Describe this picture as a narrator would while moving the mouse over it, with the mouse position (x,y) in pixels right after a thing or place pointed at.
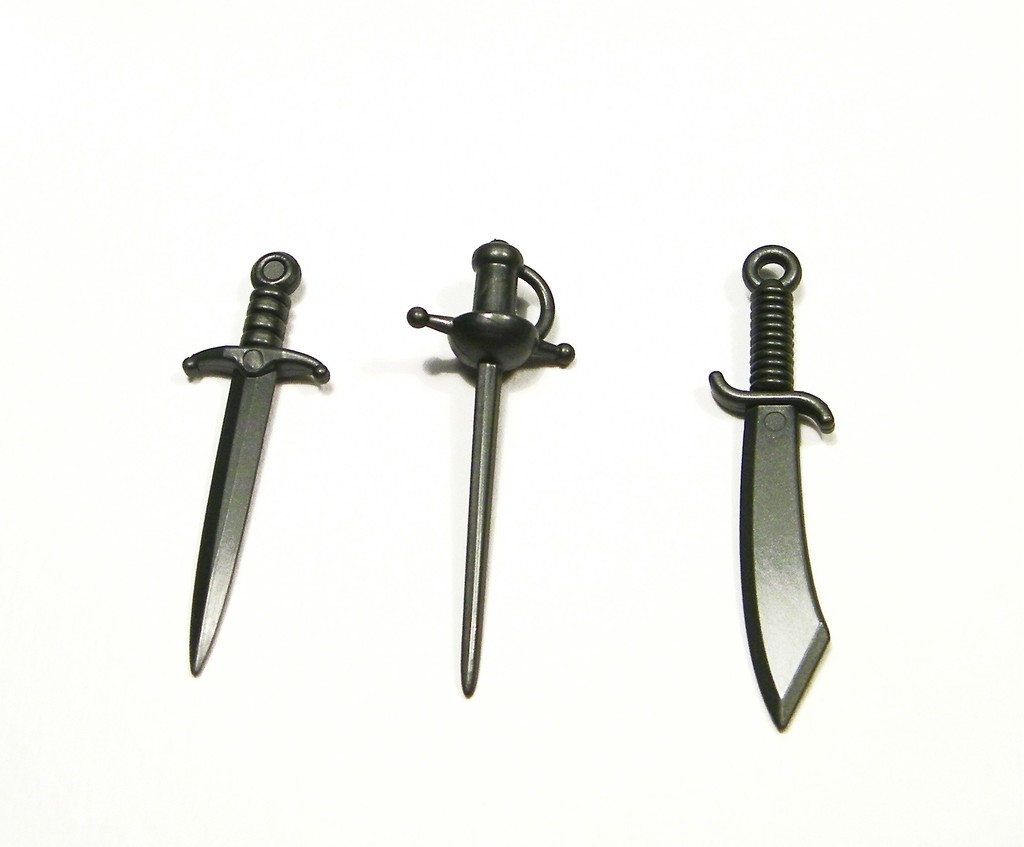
In the picture we can see three swords (244,382) which are black and gray in color.
